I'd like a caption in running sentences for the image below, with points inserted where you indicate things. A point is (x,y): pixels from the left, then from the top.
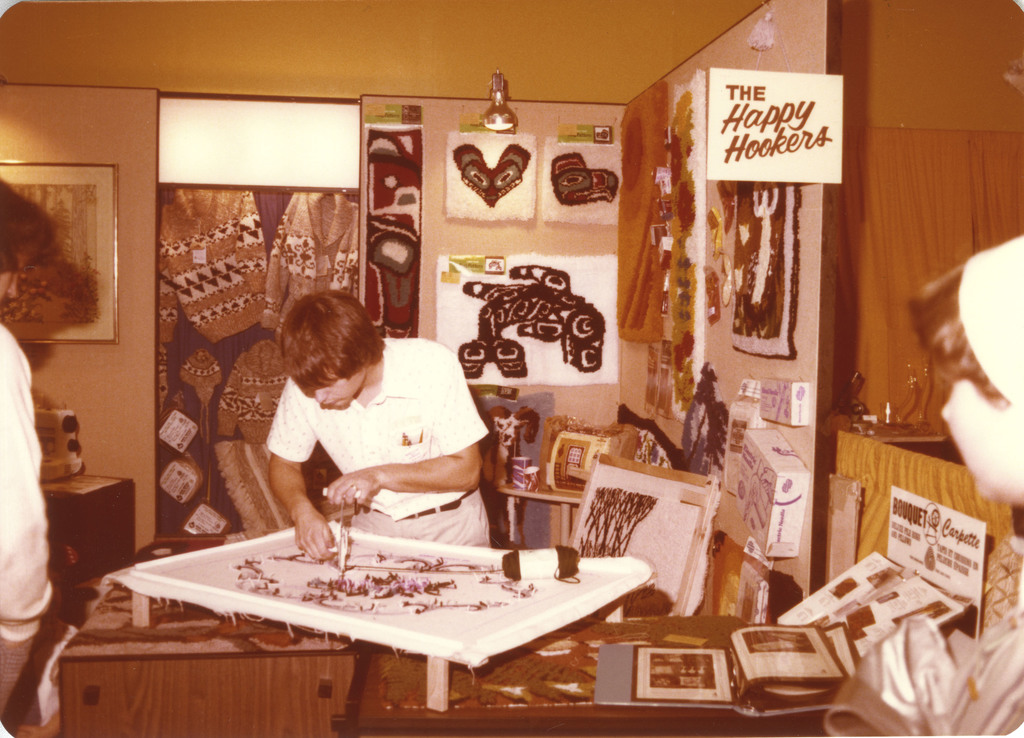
As we can see in the image there is a wall (116,70), photo frame (110,245), posters (744,231), lights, curtain (180,274), three people (394,453) and table (139,720). On table (130,734) there are photo frames (768,676).
